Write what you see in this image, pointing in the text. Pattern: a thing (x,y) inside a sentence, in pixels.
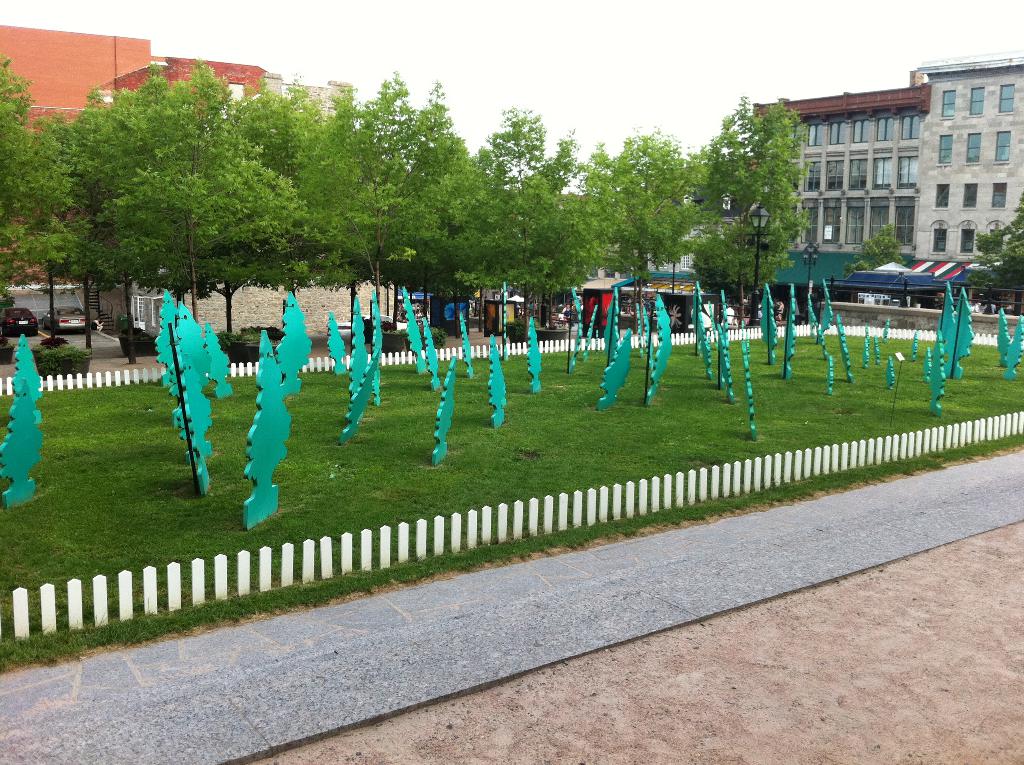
At the bottom (834,684), we see the pavement (428,652) and the sand (838,652). In the middle (392,494), we see the picket fence (247,570), grass (373,498), poles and the boards (443,423) in green color. There are trees (167,264), buildings (813,213) and poles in the background (920,210). We see the tents (651,284) of the buildings (910,210) in blue, green and red color and we see the cars (56,323) parked on the road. At the top (445,99), we see the sky (466,75).
